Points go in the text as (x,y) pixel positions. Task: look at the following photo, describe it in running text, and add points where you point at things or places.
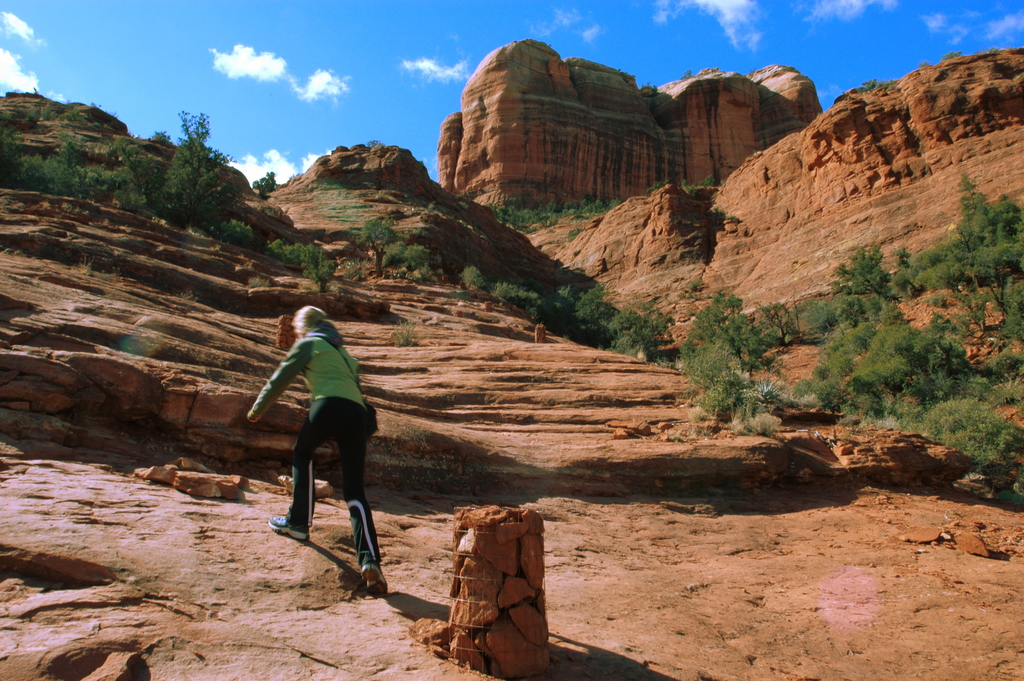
In the center of the image (486,423) we can see a lady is climbing the hill (362,334). In the background of the image (349,324) we can see the hills (558,285), trees (918,319). At the top of the image (391,67) we can see the clouds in the sky (540,33).
